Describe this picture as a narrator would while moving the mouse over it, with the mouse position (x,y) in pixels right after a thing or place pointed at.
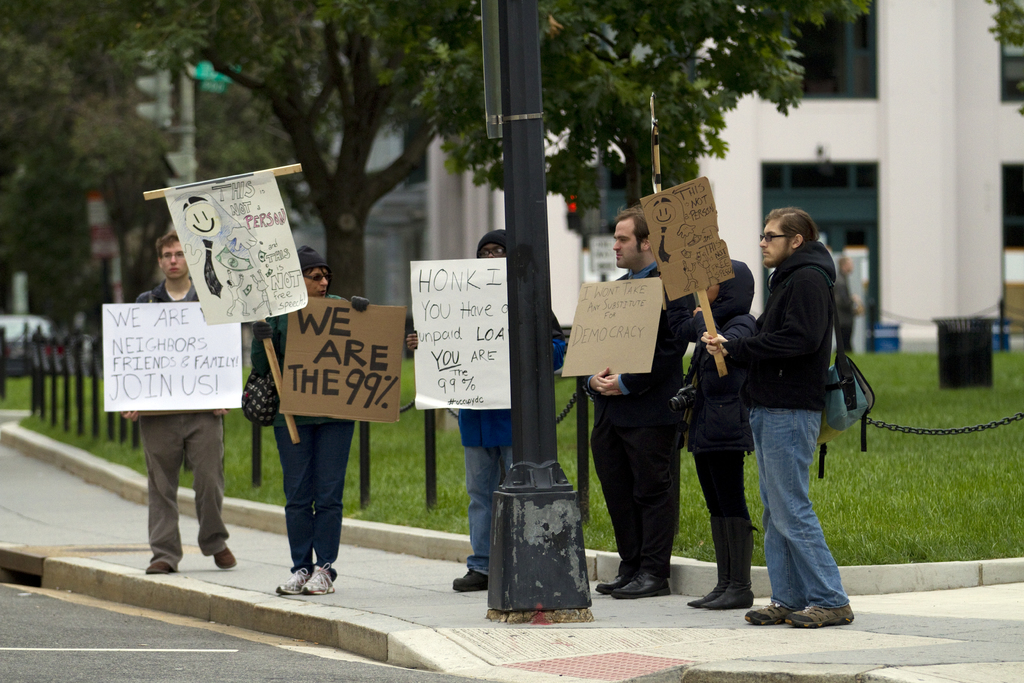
In this image we can see some people (291,508) standing and holding boards (273,260) with some text (591,329) on it. We can see a black colored pole (529,96), grass (935,459) and chain fencing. In the background (933,89), we can see the buildings (844,143) and trees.
